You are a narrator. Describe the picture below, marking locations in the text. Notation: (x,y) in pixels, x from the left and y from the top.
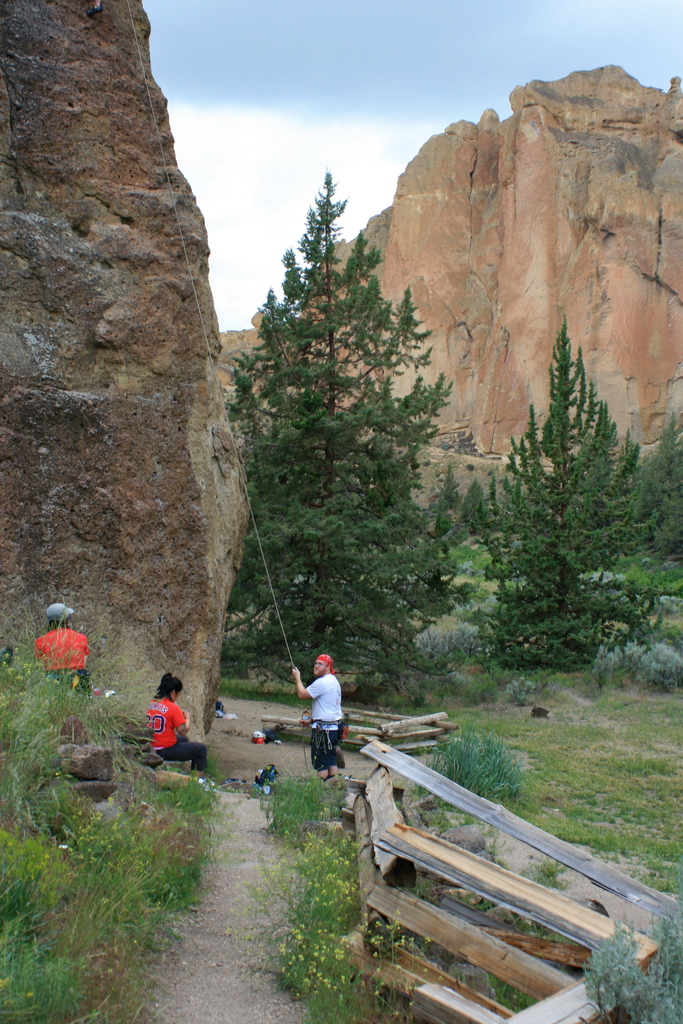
In this image we can see a few people (51,664), there are some trees (302,475), plants (676,626), grass (499,749), wooden railing (377,844) and mountains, in the background (291,205) we can see the sky (327,76).
